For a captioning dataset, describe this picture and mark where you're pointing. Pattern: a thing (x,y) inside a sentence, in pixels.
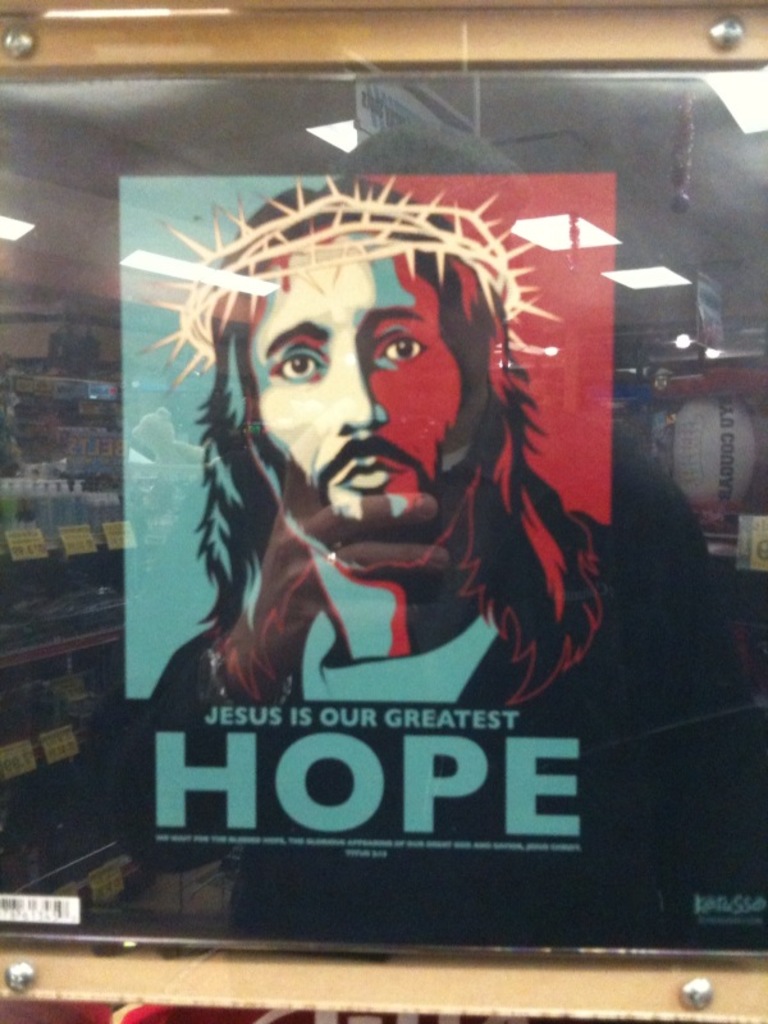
This picture seems to be clicked inside. In the foreground (550,99) we can see the glass (414,77) on which we can see the picture (344,451) of a man (426,513) and we can see the text (302,804). In the background (89,165) we can see the roof (207,134) and there are some objects (375,129) on the roof (585,130) and we can see there are many number of objects (105,445) in the background (110,434).
